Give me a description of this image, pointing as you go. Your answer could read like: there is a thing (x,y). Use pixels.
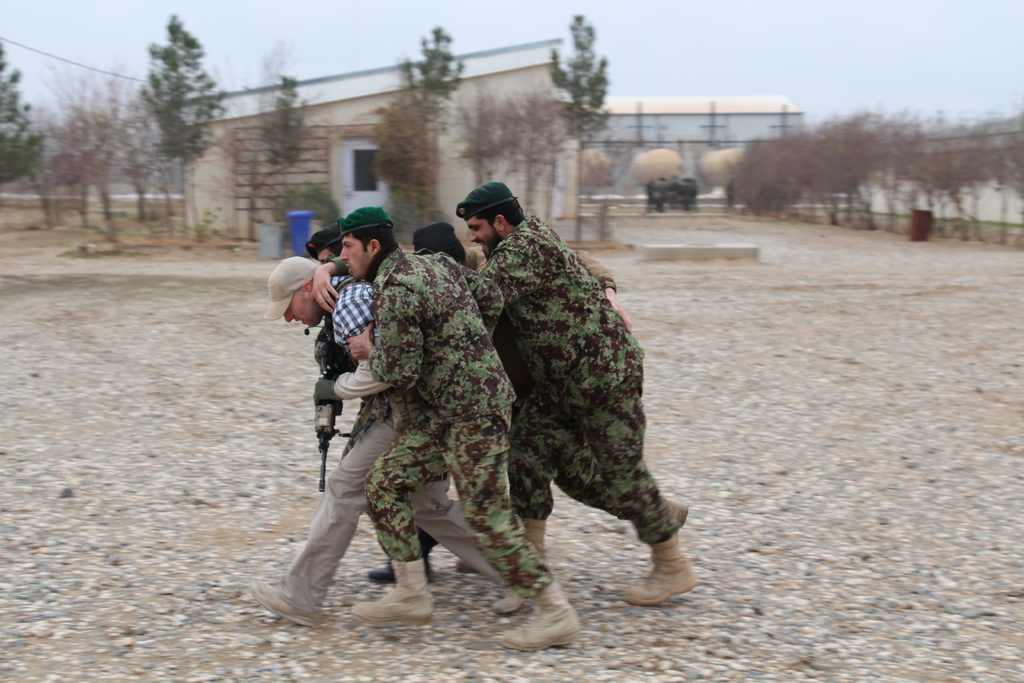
In this image there are a few people (441,363) walking on the surface (165,516). In the background (399,141) there are buildings (361,123), trees (965,169) and the sky (852,56).
